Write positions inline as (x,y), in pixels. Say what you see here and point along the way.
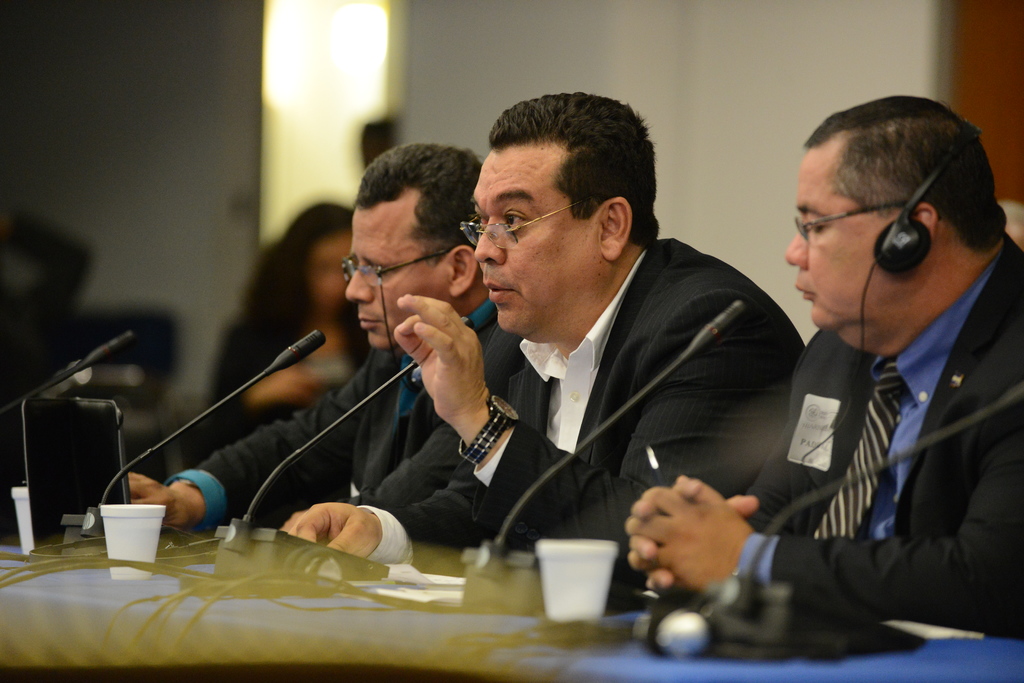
In this picture we can see few people (614,286), in front of them we can see a table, mics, cups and some objects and in the background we can see the wall (800,339).
